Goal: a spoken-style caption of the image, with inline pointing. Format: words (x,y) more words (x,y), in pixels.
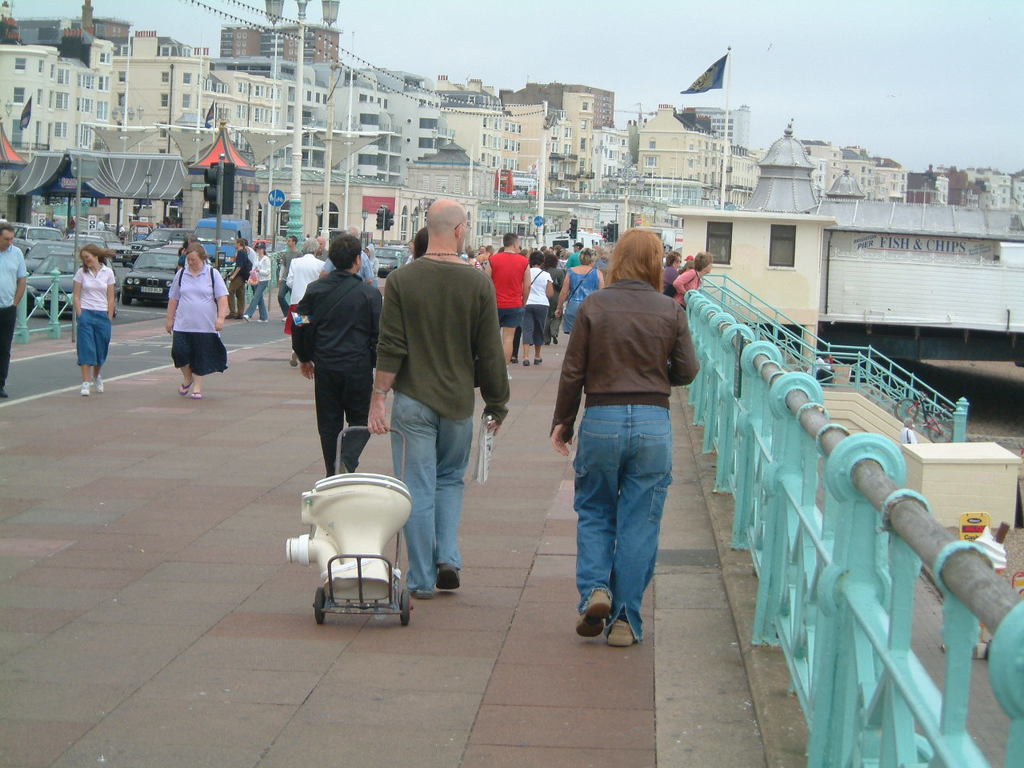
In this image we can see a group of persons (344,288) walking. Behind the persons (537,265) we can see a group of buildings (412,132), vehicles (42,242), tents (43,156) and poles (299,202). On the right side (859,537), we can see a barrier (919,547) and stairs (897,376). At the top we can see the sky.
